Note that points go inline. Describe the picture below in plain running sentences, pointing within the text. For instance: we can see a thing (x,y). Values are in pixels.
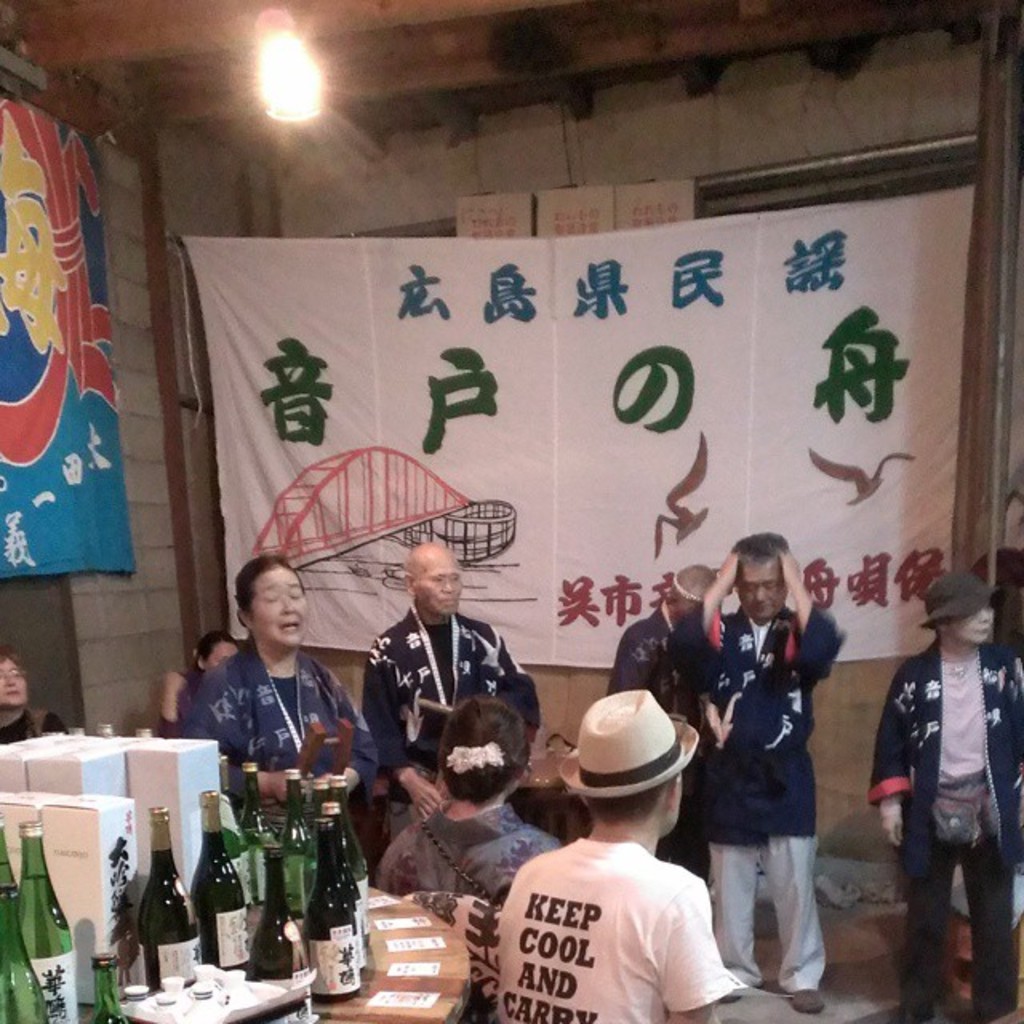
In this image, there are few people (266,673) standing and few people (494,774) sitting. At the bottom left side of the image (297,982), there is a table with the bottle (144,926), cards (412,966) and few other things (280,983) on it. On the left side of the image (130,575), there is a banner (60,337) hanging. At the top of the image (272,115), I can see a light (293,105). In the background (480,566), there is another banner (495,368) hanging.
